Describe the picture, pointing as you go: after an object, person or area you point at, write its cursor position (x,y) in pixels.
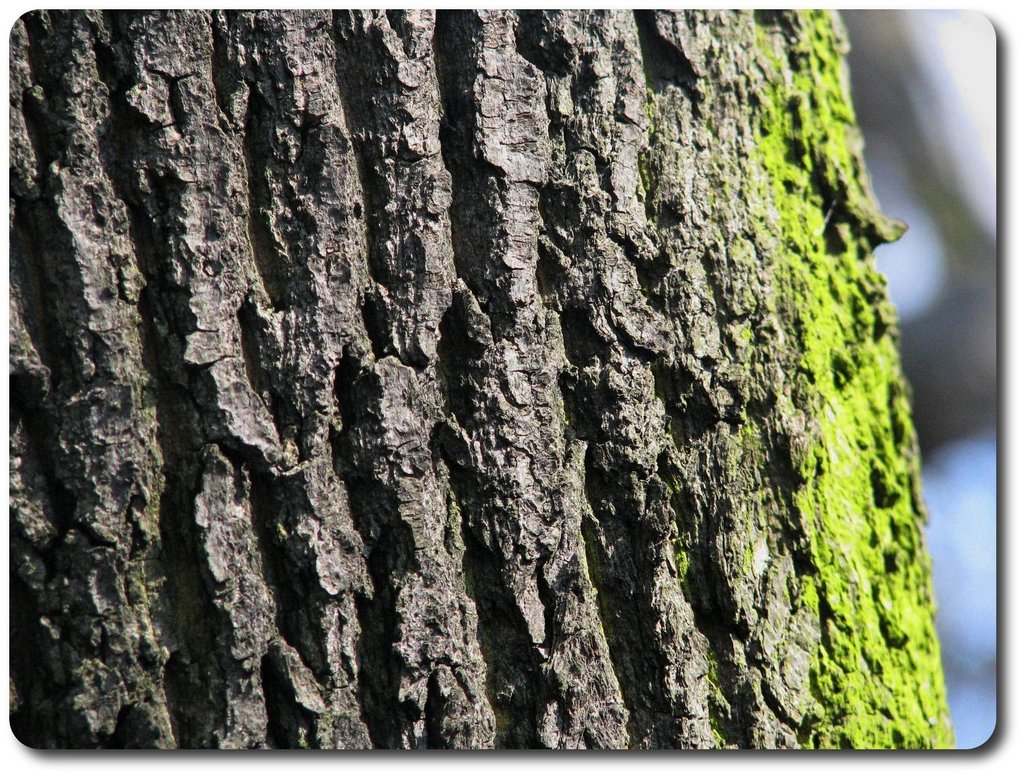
In this picture we can see a wood tree (761,508). Here we can see some green color object (786,288).
